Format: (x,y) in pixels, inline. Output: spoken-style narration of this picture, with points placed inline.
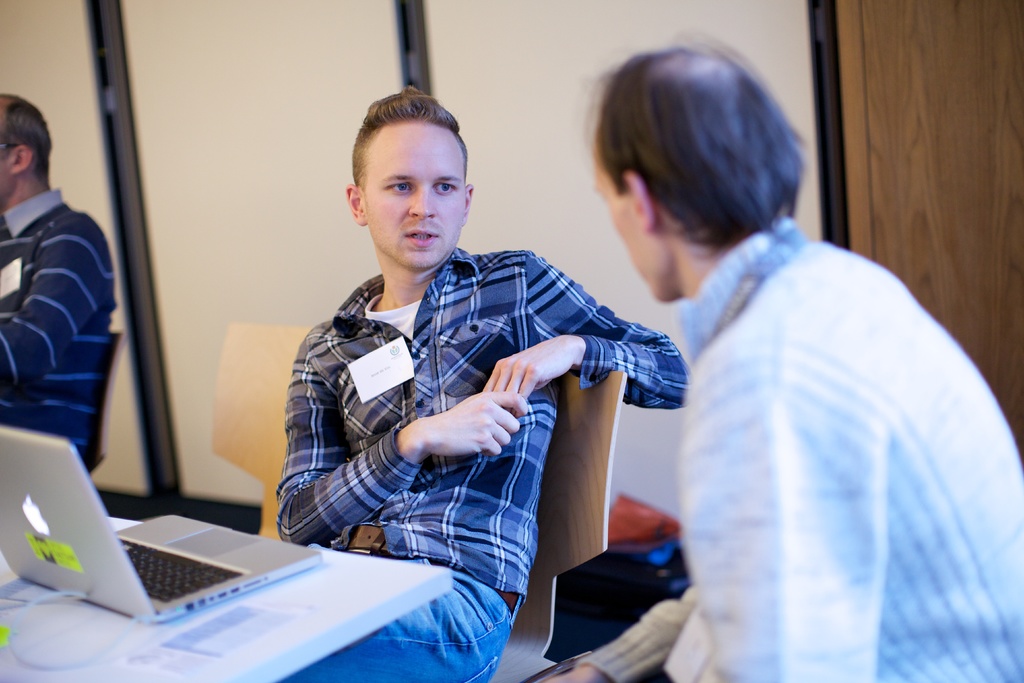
This is the picture of a room (655,320). In this image there are three persons (885,316). The person (470,393) with blue and white check shirt (480,502) is sitting and talking. There is a laptop (217,571) and there are papers (242,641) on the table (319,624). At the back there is a door (966,82). At the bottom (633,560) there are objects (631,556) on the floor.
